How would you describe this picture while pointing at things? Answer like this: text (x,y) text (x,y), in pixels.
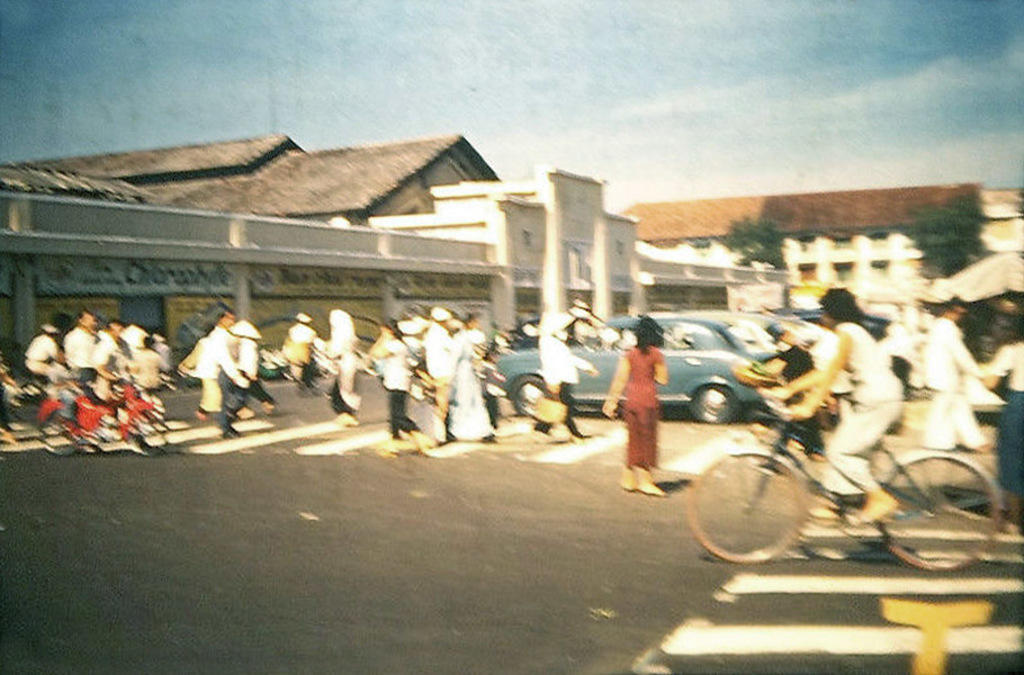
It seems to be the image is outside of the city. In the image there are group of people (331,328) who are walking and riding a bicycle (808,479). In middle (605,352) we can also see a blue color car (696,334), on right side (973,254) there is a tree (968,219) with green leaves (945,256) and we can also see a umbrella (982,279). On left side (339,250) there is a building (326,263) in white color and sky (717,181) on top (697,112).
